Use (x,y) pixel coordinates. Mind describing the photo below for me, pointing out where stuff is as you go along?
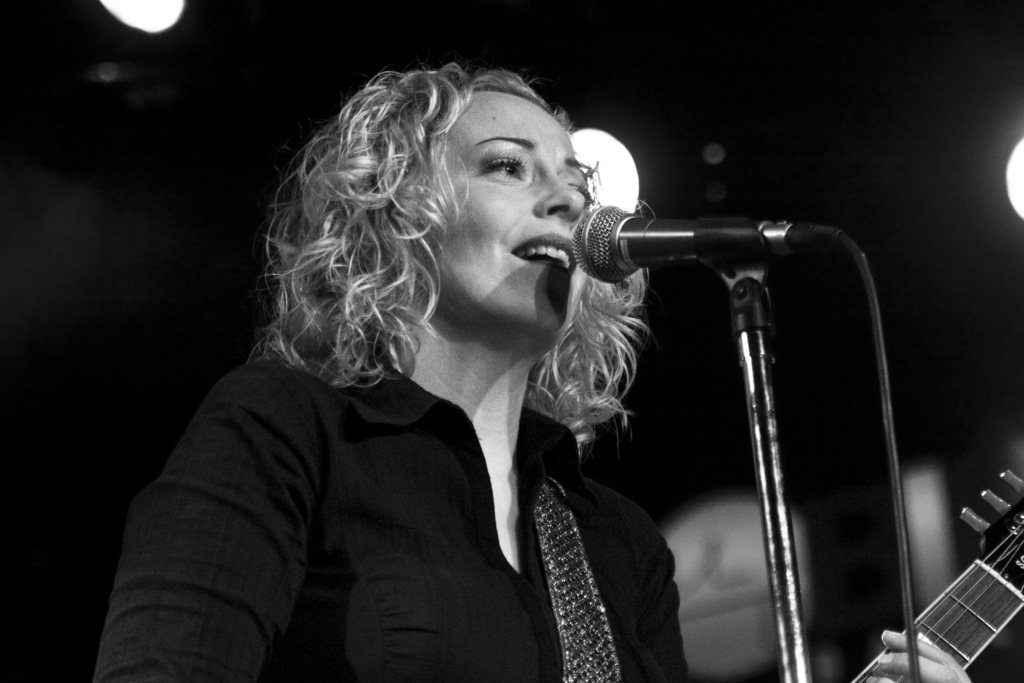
A woman (562,124) is singing with a mic (615,228) in front her while playing a guitar (970,635).
